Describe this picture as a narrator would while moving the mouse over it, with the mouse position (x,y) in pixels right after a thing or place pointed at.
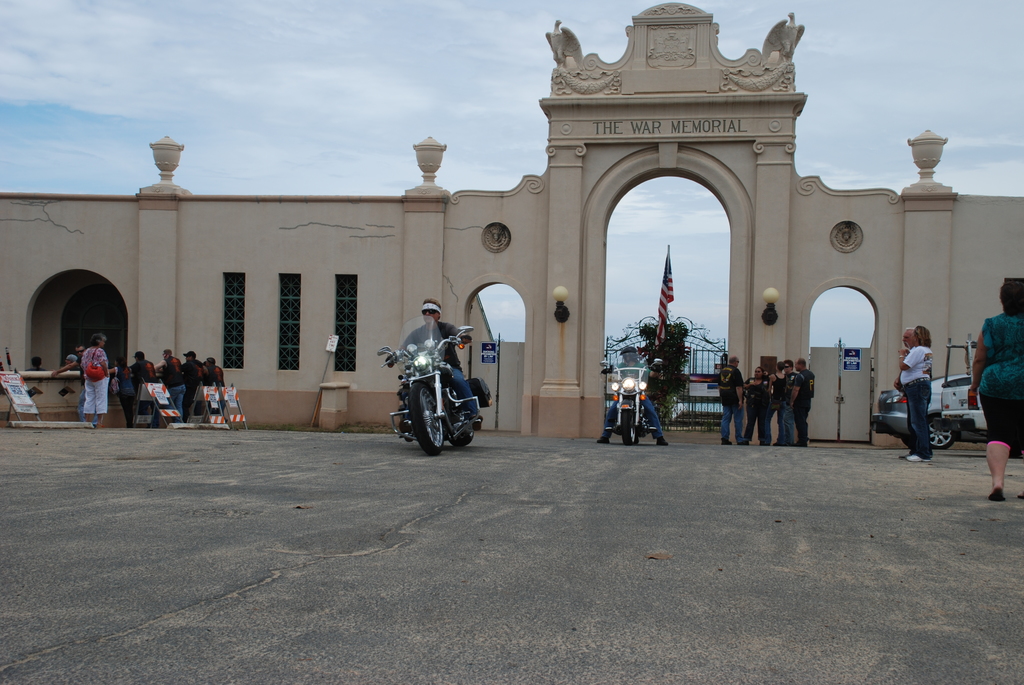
In this image we can see the wall (408,311), windows (279,326), doors (64,350), people (193,383), vehicles (631,404), gates (684,406), poster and a flag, in the background (693,291), we can see the sky (101,72).
